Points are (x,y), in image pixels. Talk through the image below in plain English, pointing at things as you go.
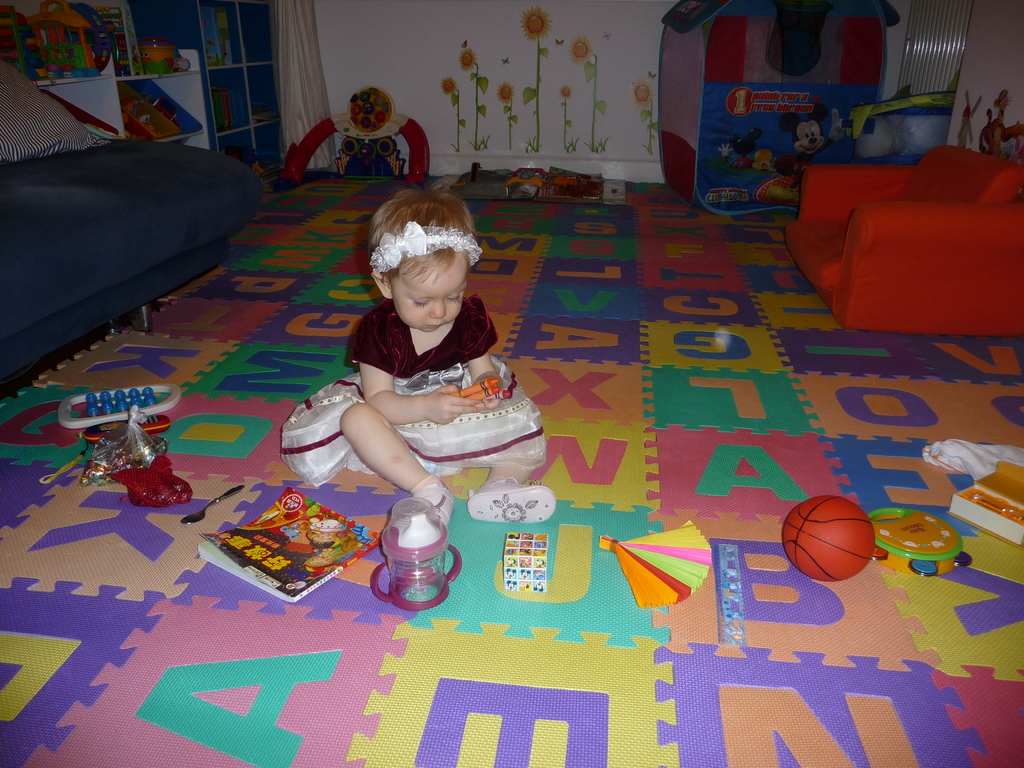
In the image we can see there is a girl (418,302) who is sitting on floor (451,618) and there are toys (928,564), book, ball (804,557) all around her.
